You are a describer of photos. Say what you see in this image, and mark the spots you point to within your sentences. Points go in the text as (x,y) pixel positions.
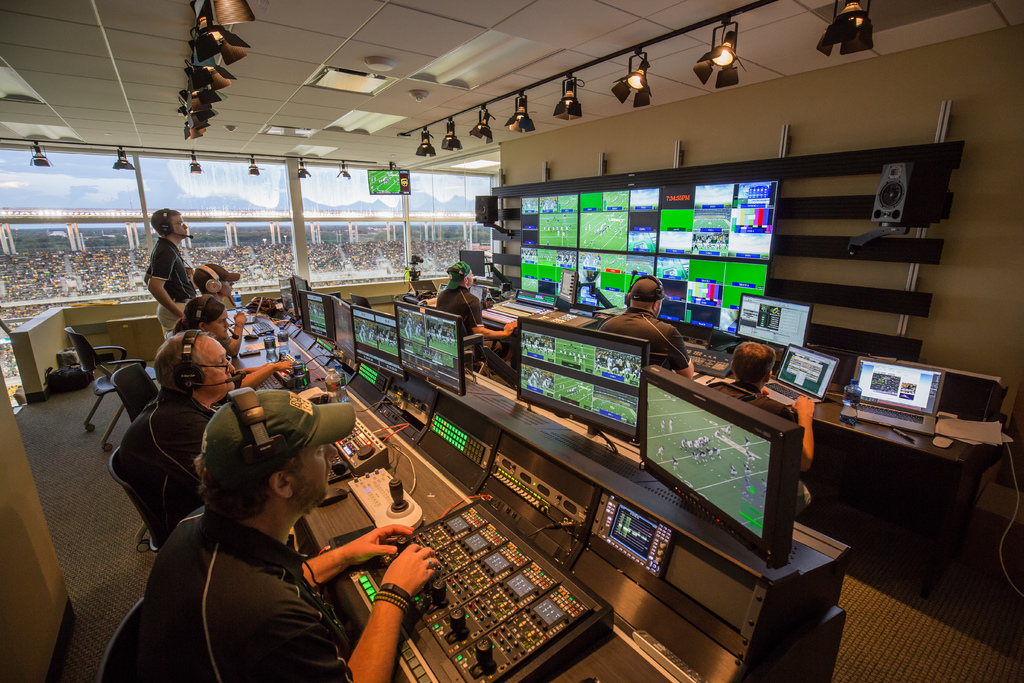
In the center of the image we can see one person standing and we can see a few people (342,556) are sitting on the chairs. And they are wearing headphones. And we can see a few people (304,403) are wearing caps (301,416). In front of them, we can see tables (689,632). On the tables (715,635), we can see the monitors (560,370), water bottles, papers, keyboards (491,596) and a few other objects (491,566). In the background (880,96) there is a wall (580,126), glass (312,167), chair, two speakers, lights (300,170), screens (757,249) and a few other objects (885,240).
